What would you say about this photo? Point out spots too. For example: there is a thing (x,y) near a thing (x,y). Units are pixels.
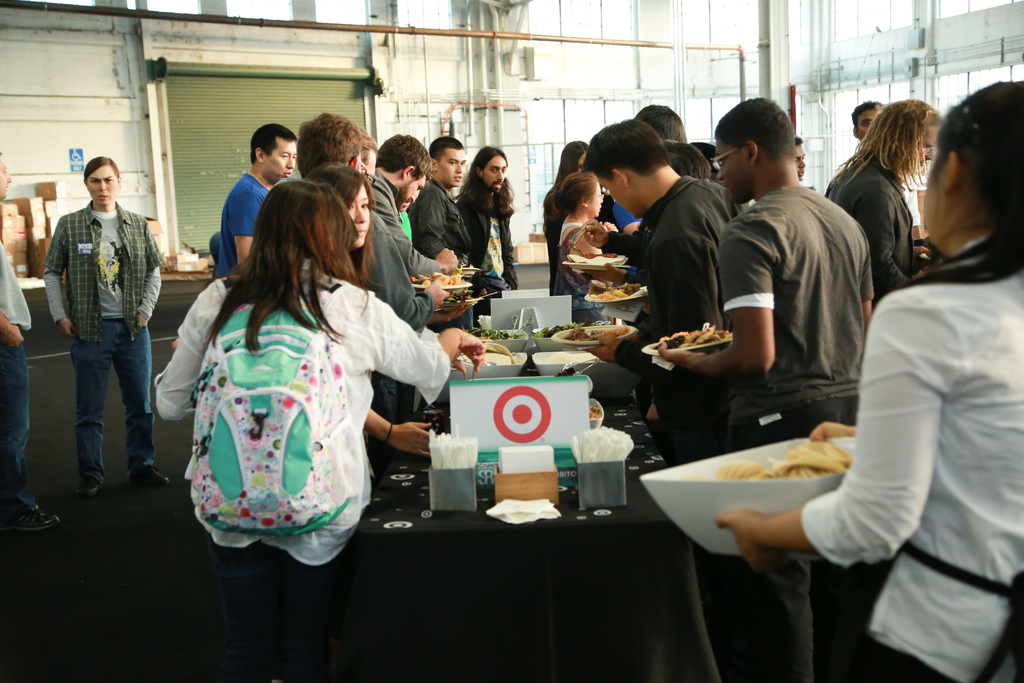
In this picture, There are some people (484,214) standing and there are some food items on the table (480,537) of black color, In the background (554,79) there is a white color wall (574,80) and there is a shutter (228,107) in green color.
